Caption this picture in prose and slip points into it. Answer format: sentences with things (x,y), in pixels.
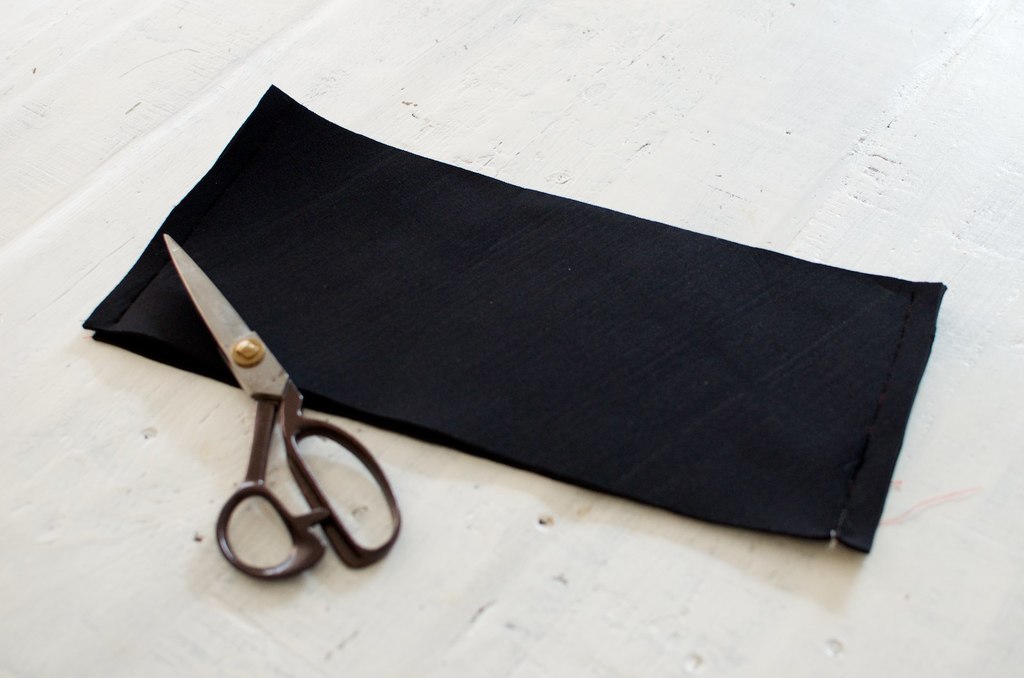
This is a zoomed in picture. In the center (597,268) there is a black color cloth (310,270) and a scissors (224,320) is placed on the top of an object (874,166).
